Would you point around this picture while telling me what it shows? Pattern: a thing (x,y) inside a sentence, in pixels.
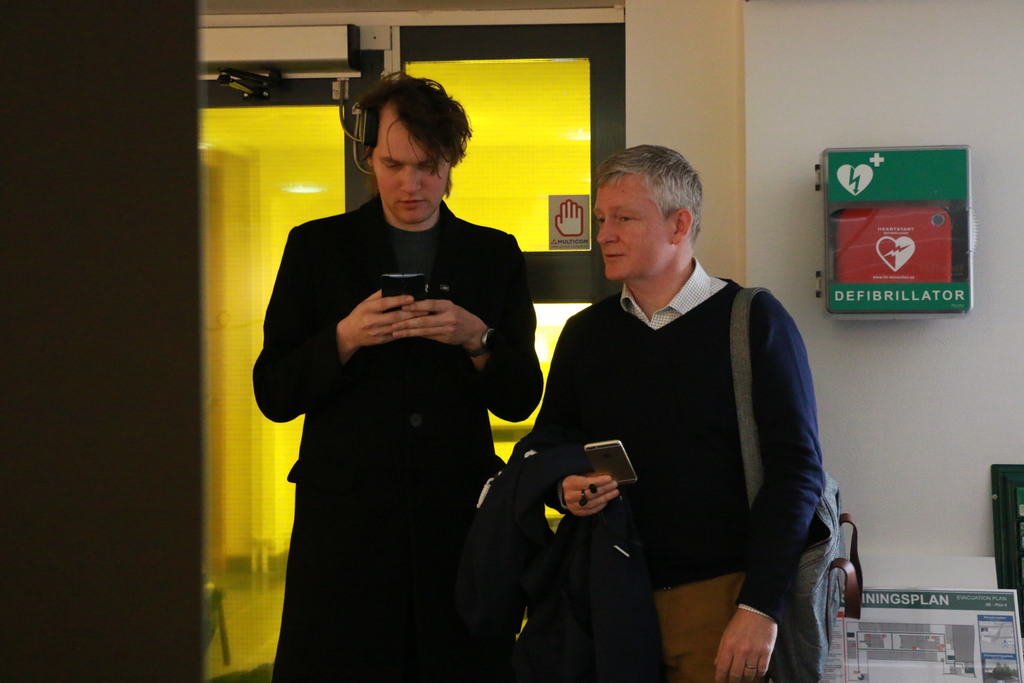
In this image I can see two people (467,488) with different color dresses (473,451). I can see one person (689,539) is wearing the bag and these people (695,554) are holding the mobiles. To the right (859,677) I can see the boards (919,609). In the background (214,290) I can see the glass doors (465,174) and the box (823,225) is attached to the wall (809,79).
